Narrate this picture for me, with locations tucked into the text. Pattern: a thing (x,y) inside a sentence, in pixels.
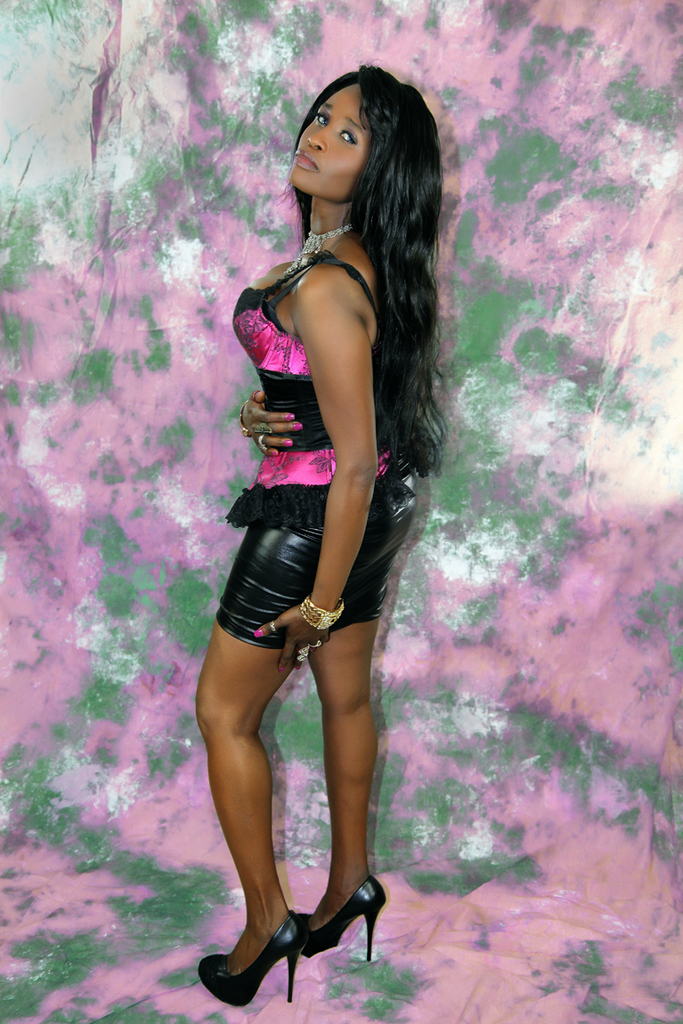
In this image we can see a person (253,577) wearing black and pink color dress (263,534) standing also wearing bangles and black color heels (350,920) and at the background of the image (226,392) there is pink and green color sheet (209,552).
